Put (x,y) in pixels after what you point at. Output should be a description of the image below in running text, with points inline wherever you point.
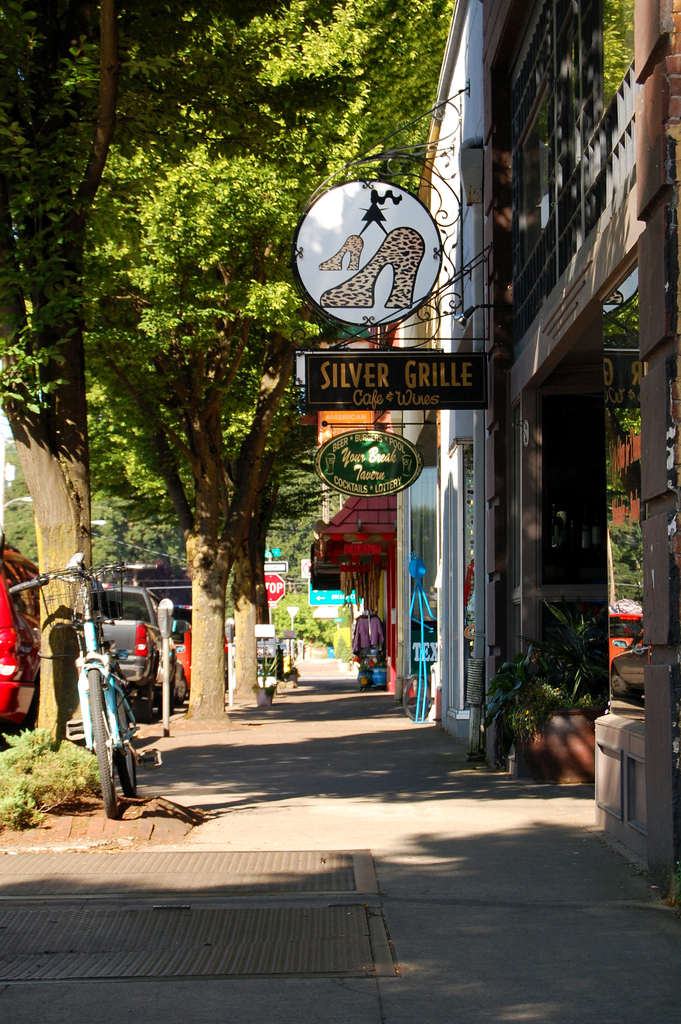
In this image we can see motor vehicles (33,592) and a bicycle (91,742) on the road (143,745), trees (306,592), stores (445,657), sign boards (450,381), name boards (450,385), houseplants (513,666) and trash bins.
